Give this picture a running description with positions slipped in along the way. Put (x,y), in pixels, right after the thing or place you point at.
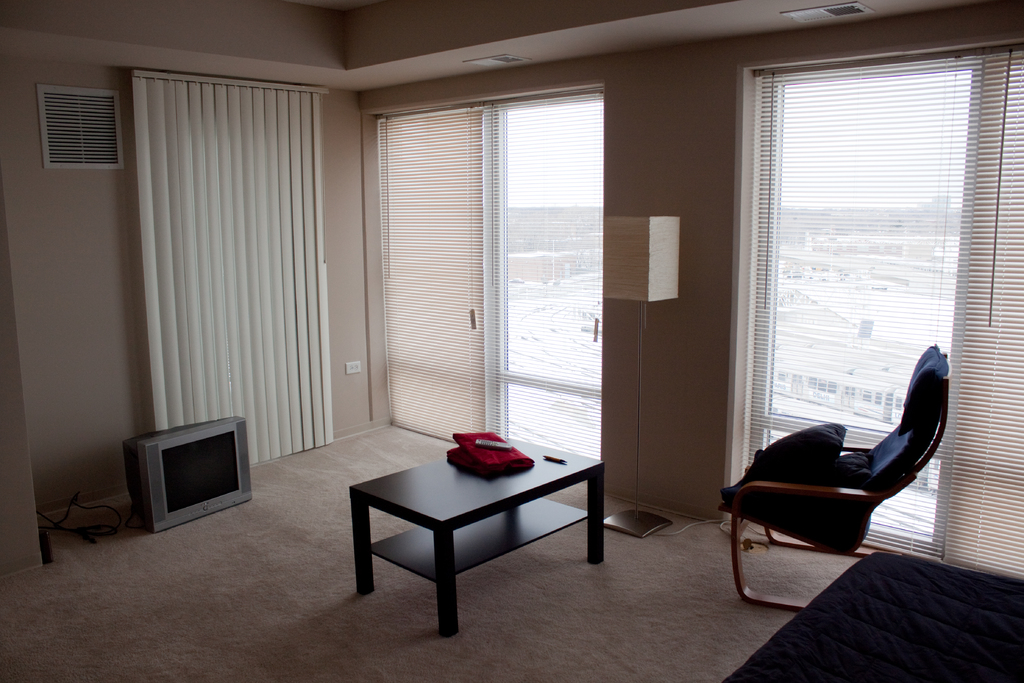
In this picture you will see a room (216,299) in room (312,487) you will find one TV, Table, Chair (942,356).
